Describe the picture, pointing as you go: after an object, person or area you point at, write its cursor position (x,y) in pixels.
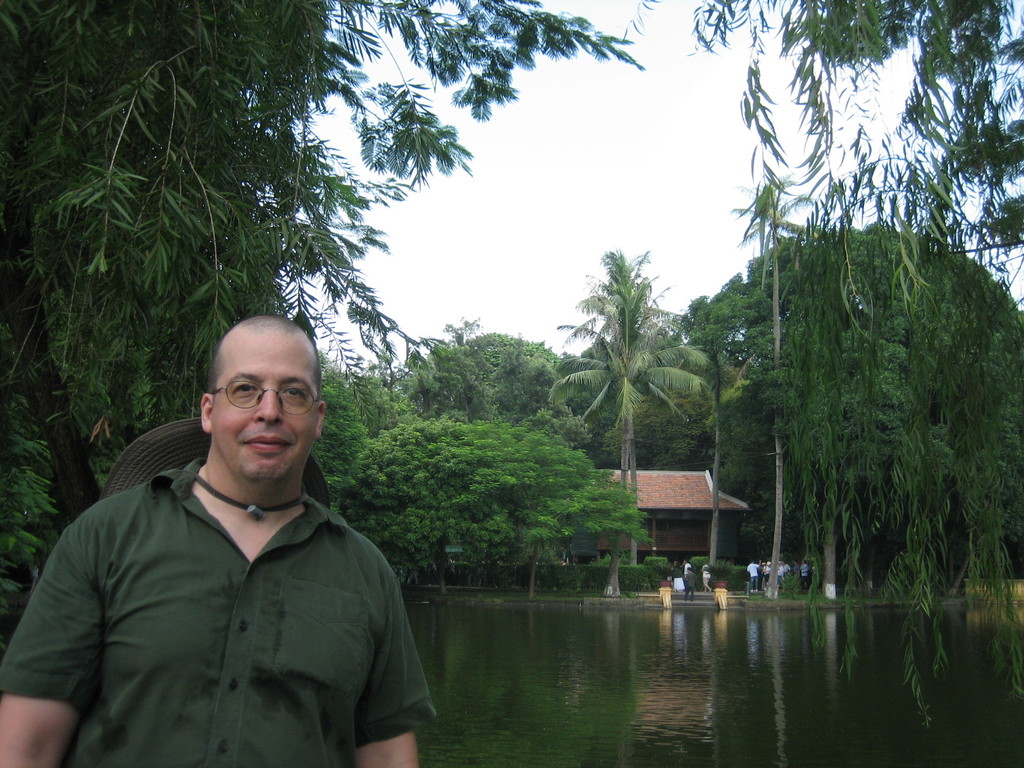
In the image there is a man (225,554) standing and posing for the photo behind him there is a water surface (505,659) and around that there are plenty of trees (556,373) and also a house (679,496).
